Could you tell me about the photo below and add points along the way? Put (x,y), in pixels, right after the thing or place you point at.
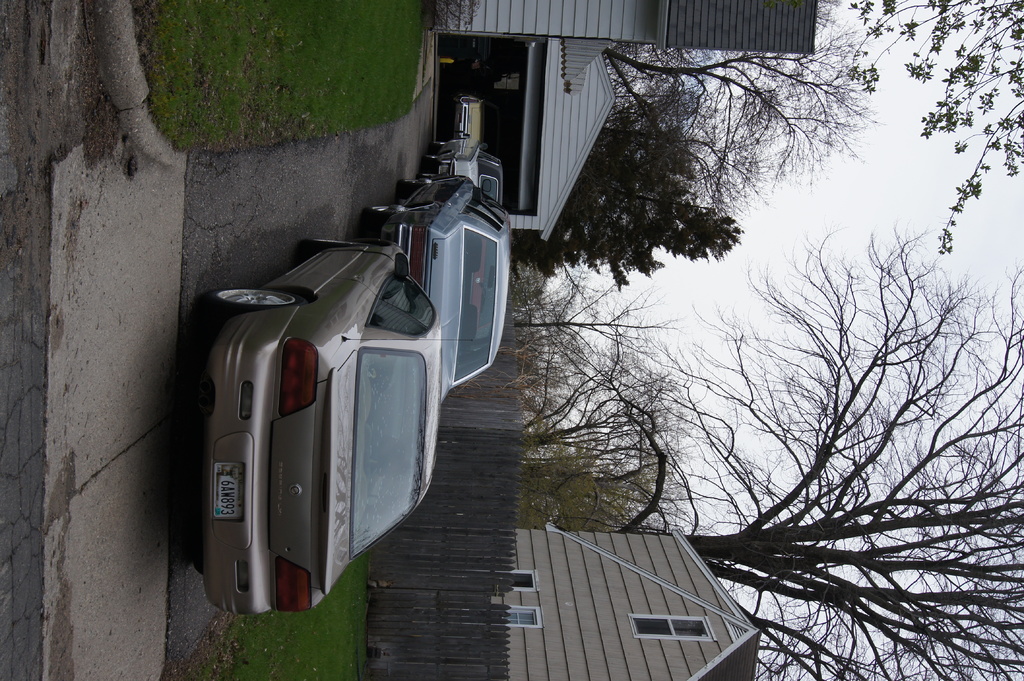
In this image there is a car (464,102) in the garage (504,111). Behind the car (475,128) there are three other cars (376,301) in the line. On the right side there is a house (608,608). There is a wooden fence (489,537) around the house (638,565). In the background (633,200) there are trees (615,204). At the top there is the sky (789,184). On the ground (346,67) there is grass (283,54).
